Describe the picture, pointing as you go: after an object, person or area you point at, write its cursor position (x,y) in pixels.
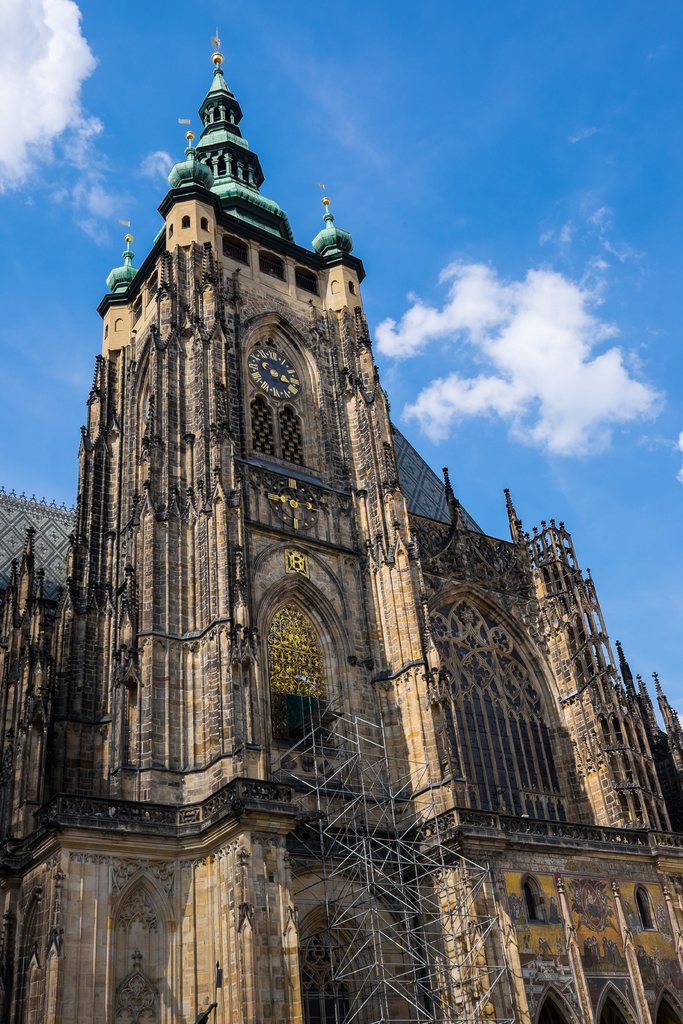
In this image there is a building (317,517).
